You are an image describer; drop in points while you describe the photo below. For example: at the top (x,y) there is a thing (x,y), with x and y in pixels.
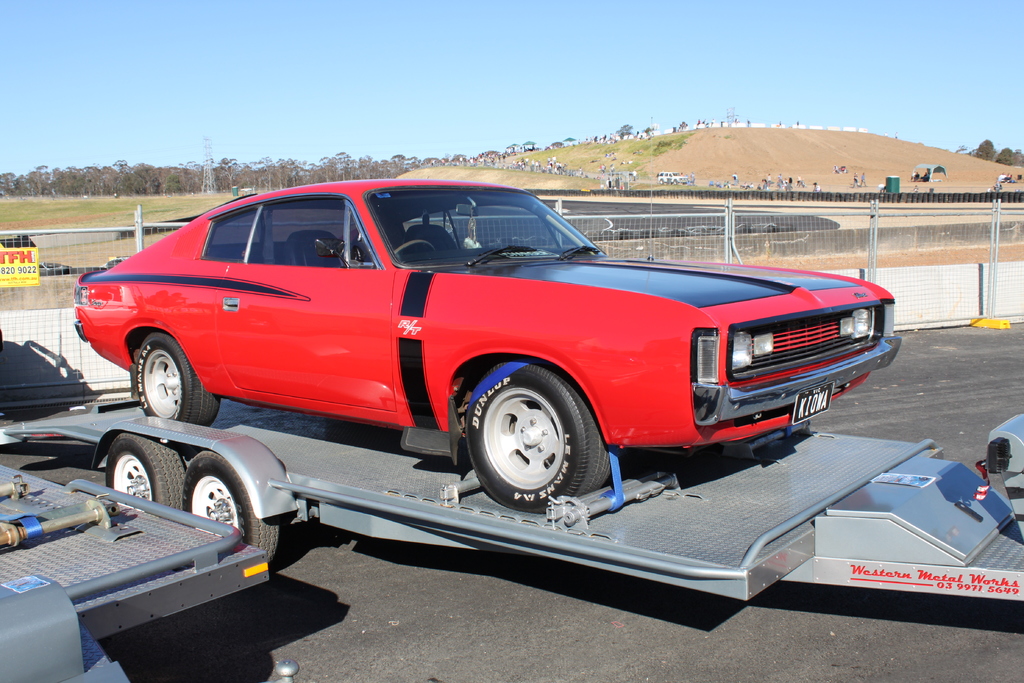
In the background (785,42) we can see the sky (416,90), trees (184,170), people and few objects (892,178). In this picture we can see the fence (88,247), board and road (739,636). We can see a red car (283,362) placed on the platform (709,565) of a vehicle (442,527). On the left side of the picture (235,586) we can see a platform (211,568) and objects (12,506).
